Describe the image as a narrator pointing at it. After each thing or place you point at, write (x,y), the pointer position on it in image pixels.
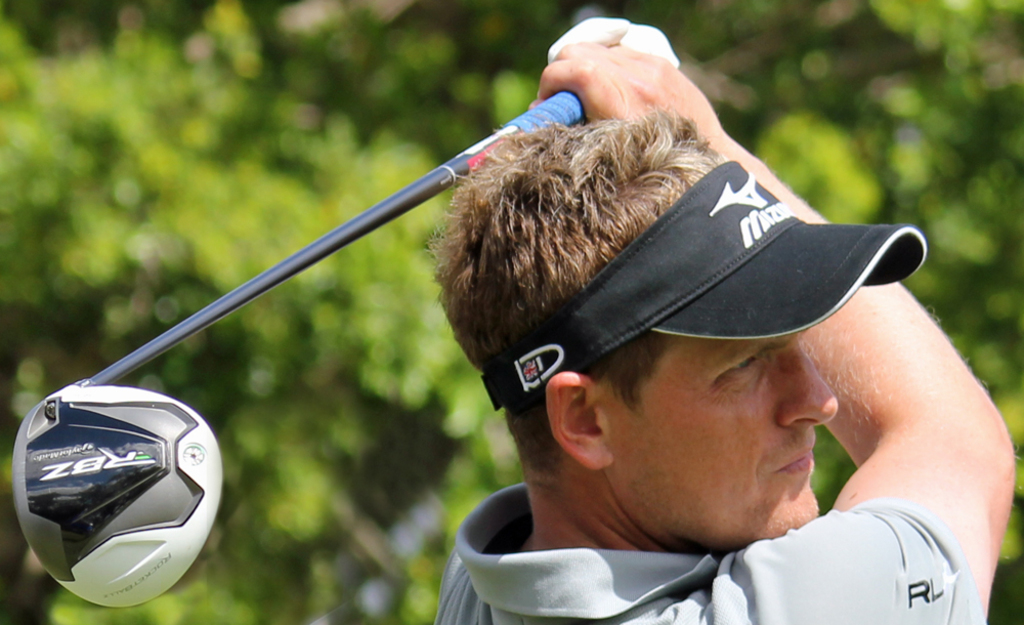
This picture shows a man (540,478) holding a golf stick (88,563) in his hand (634,50) and he wore a cap (615,290) on his head (567,266) and we see trees (393,141).
